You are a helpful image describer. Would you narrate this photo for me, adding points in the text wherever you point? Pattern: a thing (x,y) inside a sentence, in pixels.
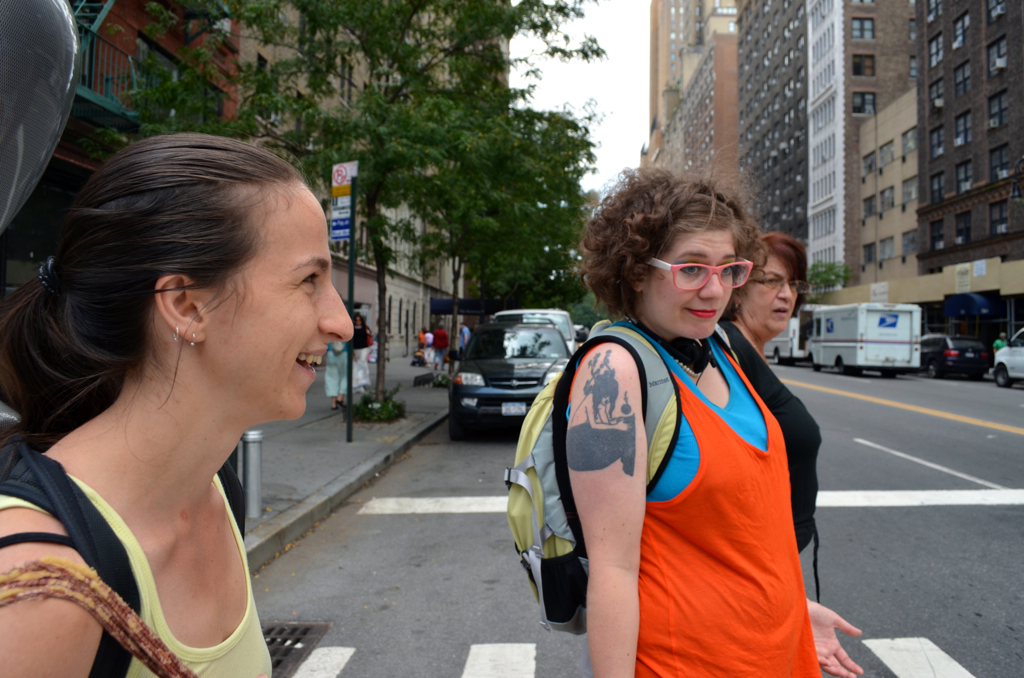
In this picture we can see three women (178,543) carrying bags (75,529) and smiling and standing on the road (932,453), vehicles (519,358), trees (381,243), signboards (348,199), buildings (966,147) with windows (961,135) and some people (338,386) walking on a footpath (413,382) and in the background (594,108) we can see the sky (567,90).
